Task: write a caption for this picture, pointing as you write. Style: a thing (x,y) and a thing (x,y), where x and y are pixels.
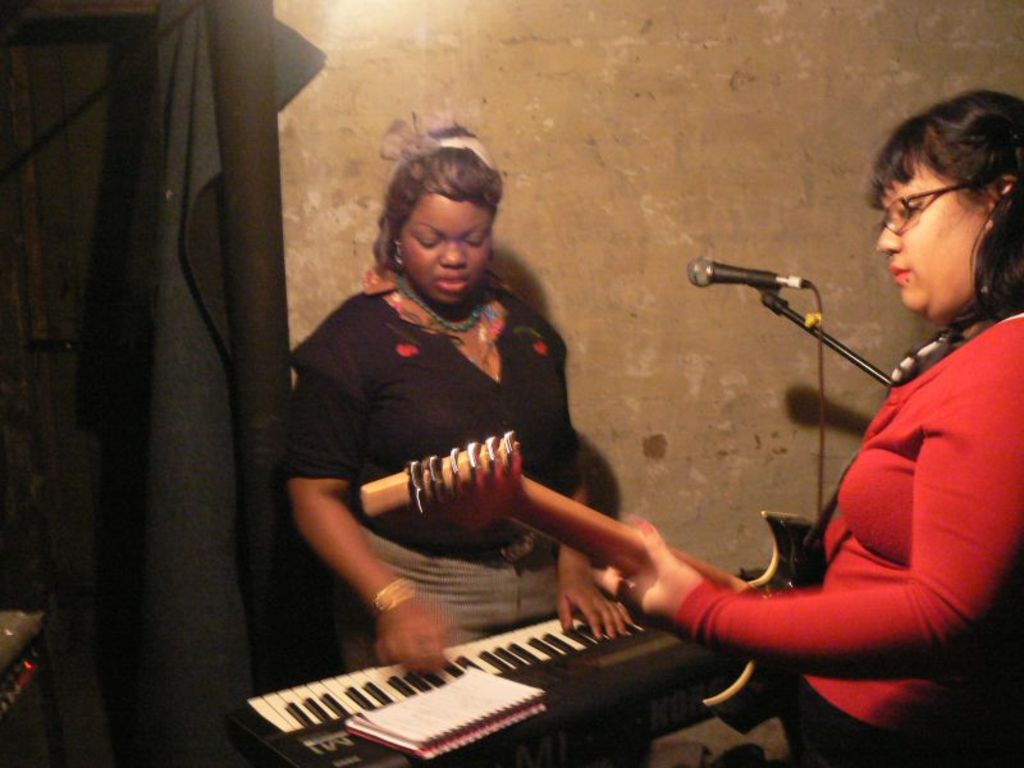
In this image we can see two persons (664,565), among them one is playing with guitar (725,578) and the other one is playing the piano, on the piano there is a book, also we can see the wall (631,178) and a black color cloth (157,218).
